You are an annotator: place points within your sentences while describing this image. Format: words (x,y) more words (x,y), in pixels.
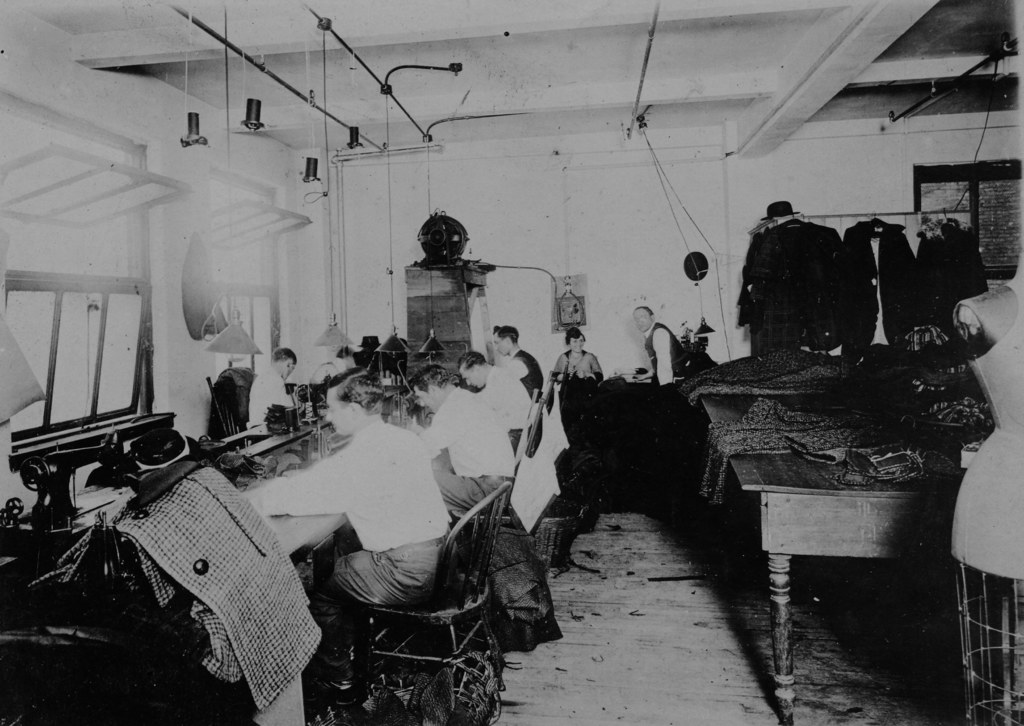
This is a black and white image in this image people (425,448) are sitting on chairs (543,397) and there are sewing machines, on the right (863,547) there is a table (772,500), on that table (767,470) there are clothes (822,410), in the background (533,143) there is a wall (834,226) to that wall (716,295) there are some items (563,282), on the left side (14,243) there is a wall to that wall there are windows (129,344).
